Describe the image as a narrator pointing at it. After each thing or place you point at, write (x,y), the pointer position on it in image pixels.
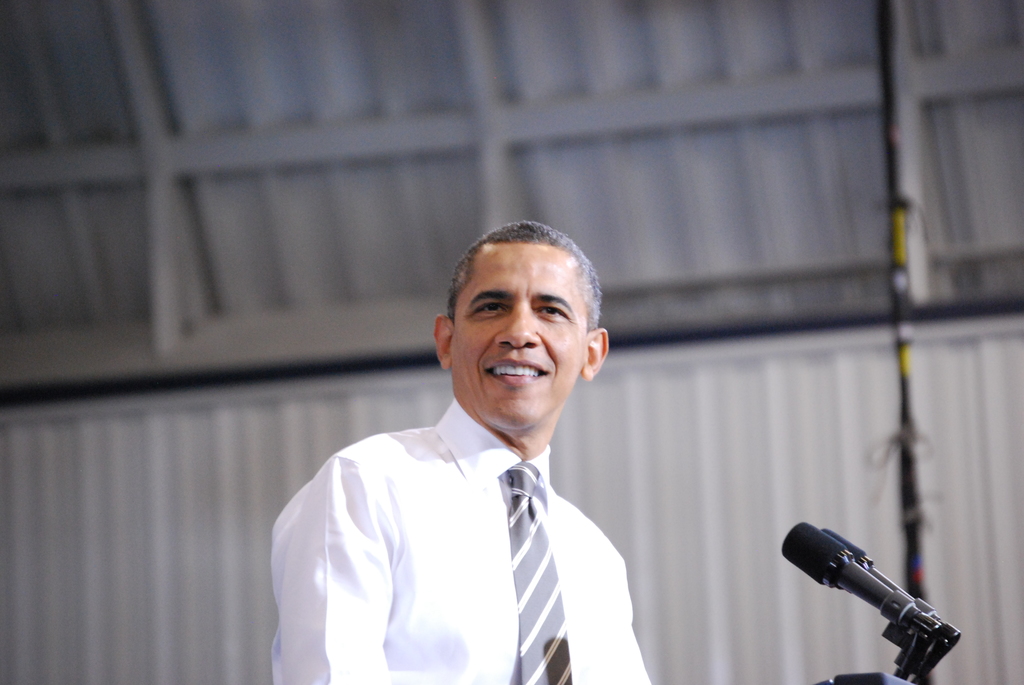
In the picture I can see a person (433,548) wearing white color shirt (433,549) standing, there are microphones (841,557) on right side of the picture (900,611) and in the background of the picture (974,613) there is metal sheet wall (656,459).
